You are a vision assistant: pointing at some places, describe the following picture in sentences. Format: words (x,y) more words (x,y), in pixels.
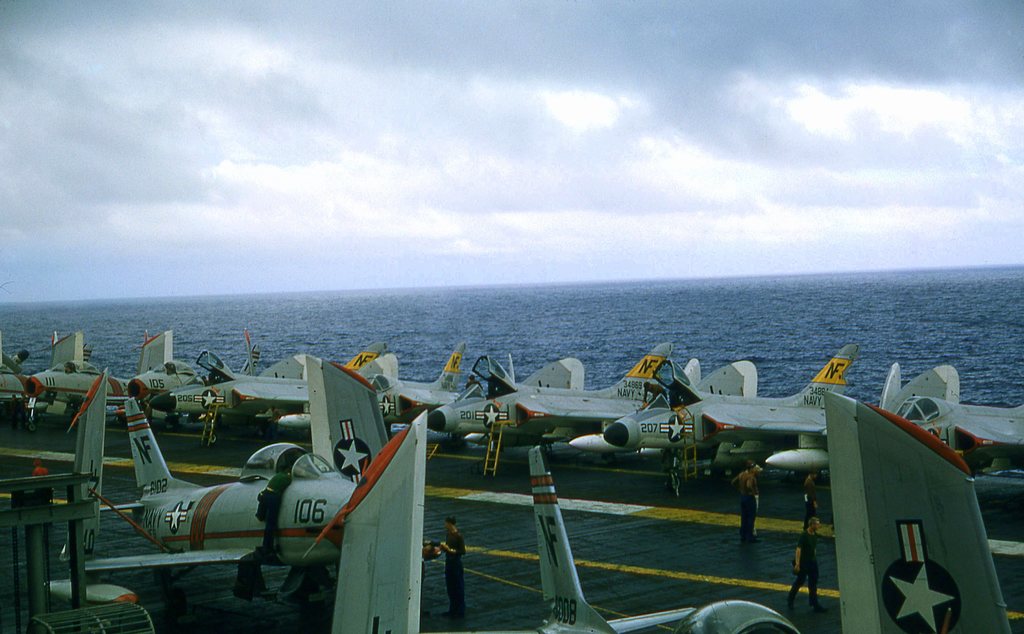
In the image there are jet planes (363,624) on a ship (502,518) and behind it its a ocean (412,320) and above its sky (379,91) with clouds (239,139).
